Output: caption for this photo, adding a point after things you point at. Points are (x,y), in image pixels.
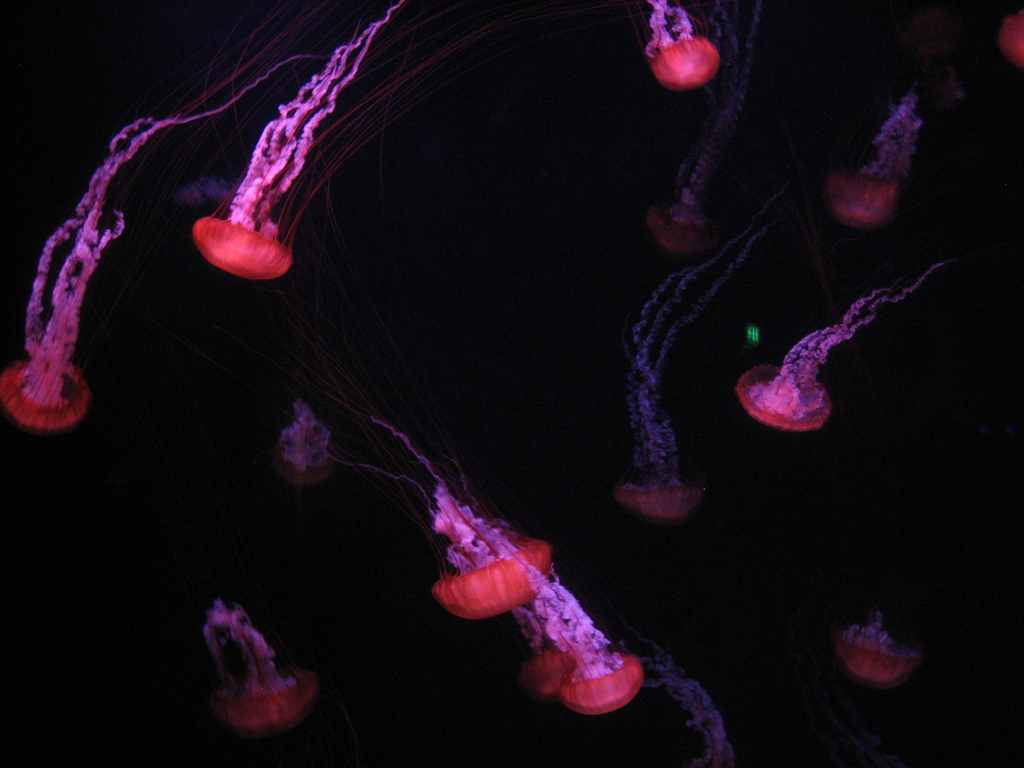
In this image we can see some jelly fishes (670,464) in the darkness.
